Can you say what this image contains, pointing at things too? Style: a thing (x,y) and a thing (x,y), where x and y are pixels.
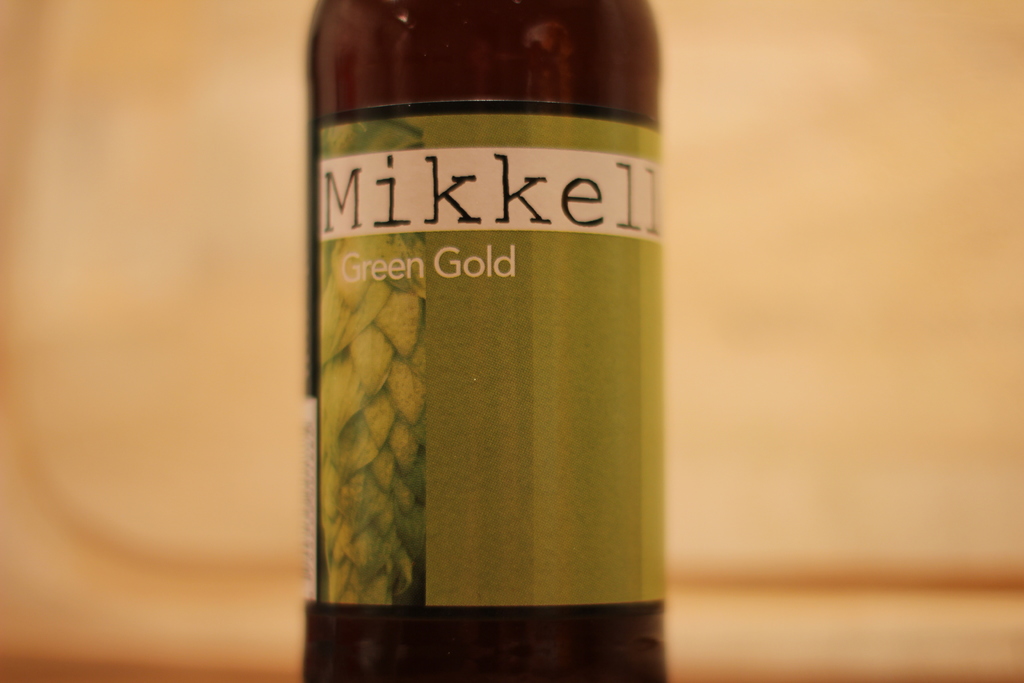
In this image we can see a bottle (502,278).
